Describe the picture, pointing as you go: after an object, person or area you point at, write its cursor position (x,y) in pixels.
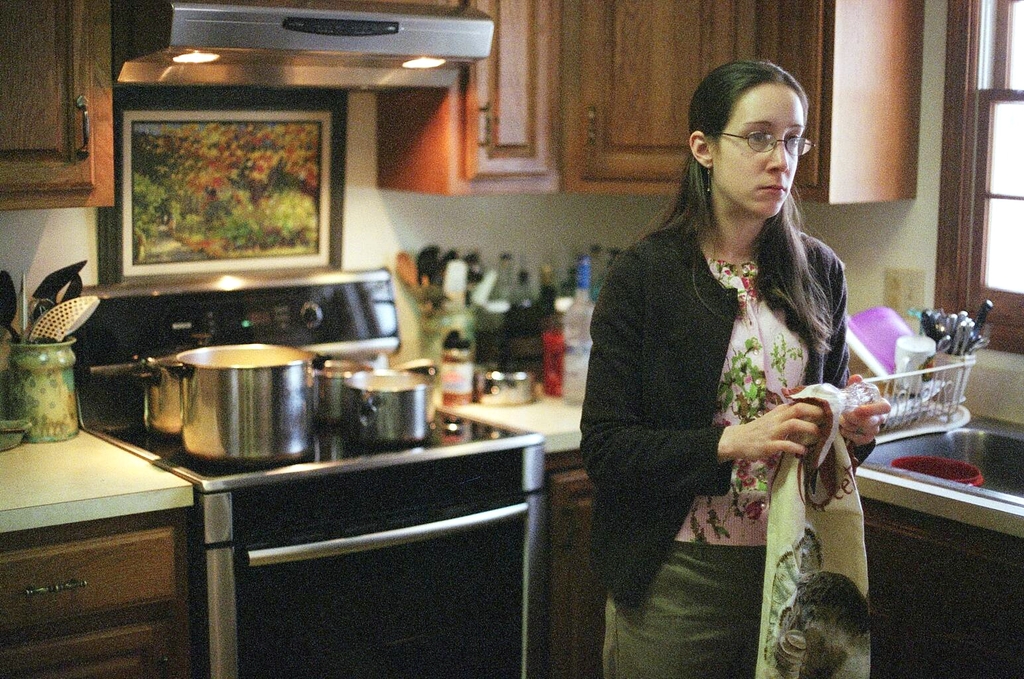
On the right side of the image (692,550) we can see woman (704,394) standing and holding a cloth (855,595). In the background (277,474) we can see stove (282,473), vessels (253,451), countertop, cupboards (388,107), chimney (240,69), lights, dish rack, bottles (477,327), spoons (926,323), knife (983,322), window (970,259) and wall (931,179).
